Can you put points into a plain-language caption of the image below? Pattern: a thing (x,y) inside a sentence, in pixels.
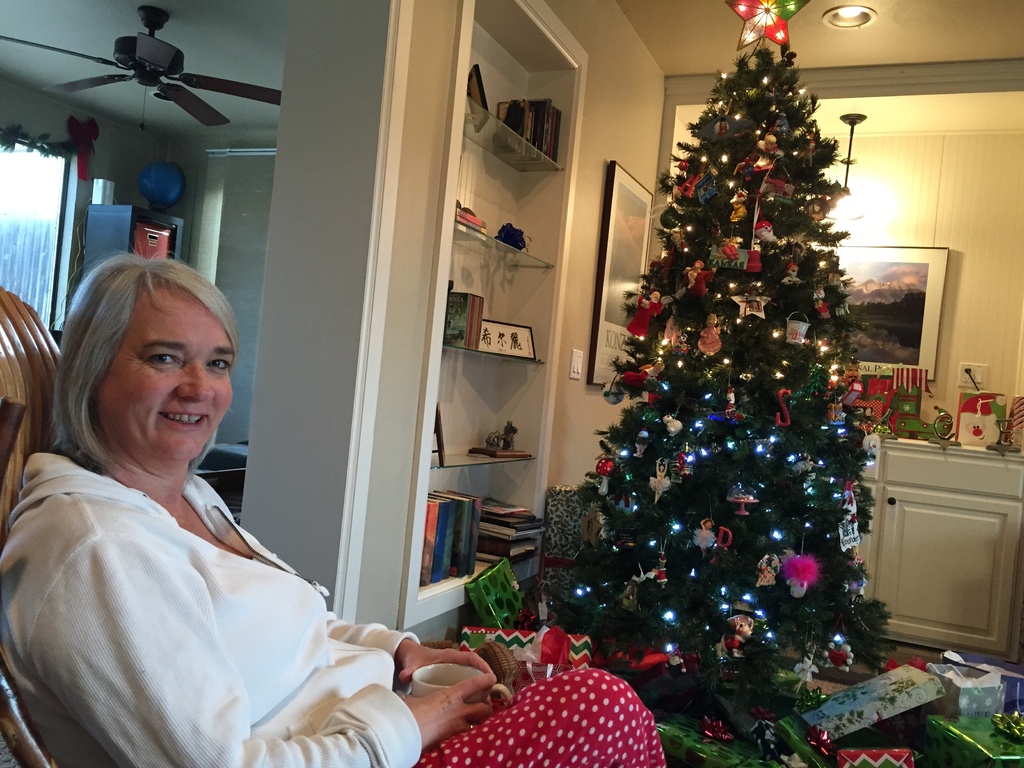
In this image there is a lady (368,728) sitting in the chair (27,345) holding a coffee cup (463,677), beside her there is a christmas tree (732,660) and so many gifts (546,642) on the floor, also there is a shelf (524,36) with some books (525,131) and photo frames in it and fan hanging at the ceiling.
